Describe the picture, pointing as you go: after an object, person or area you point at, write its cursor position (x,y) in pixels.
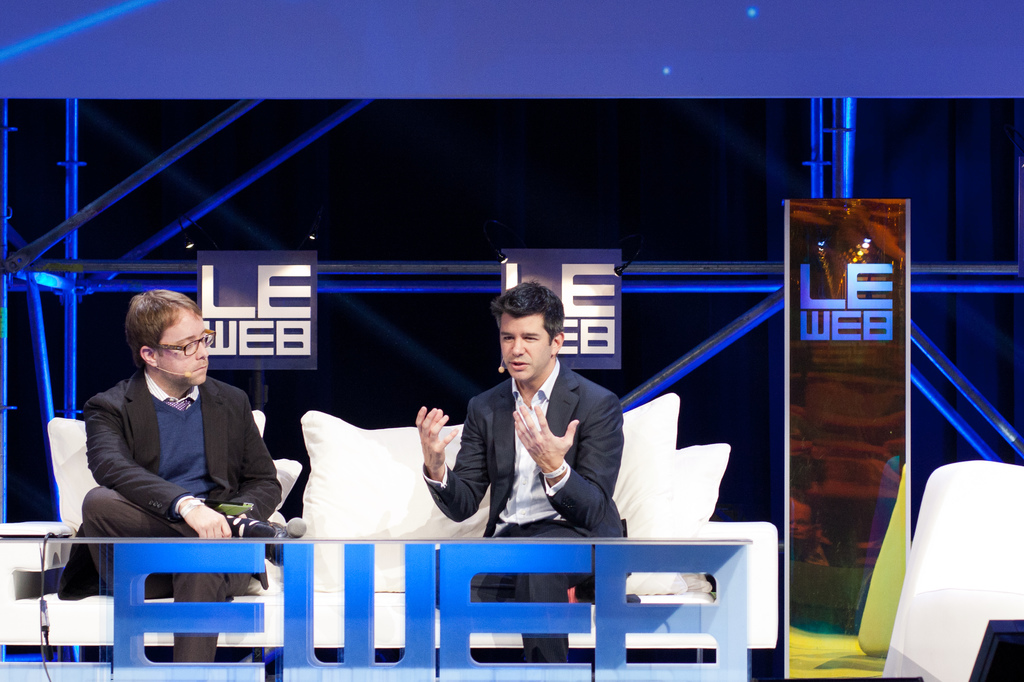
This picture shows a couple of men (620,421) seated on a sofa (375,501) and we see a advertisement hoarding (842,387) on the side and a chair (943,495) and we see a glass table (745,542) with alphabets (287,611) under it and both men (502,472) wore coats (495,459) and speaking with the help of microphones (155,364) in their ears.
